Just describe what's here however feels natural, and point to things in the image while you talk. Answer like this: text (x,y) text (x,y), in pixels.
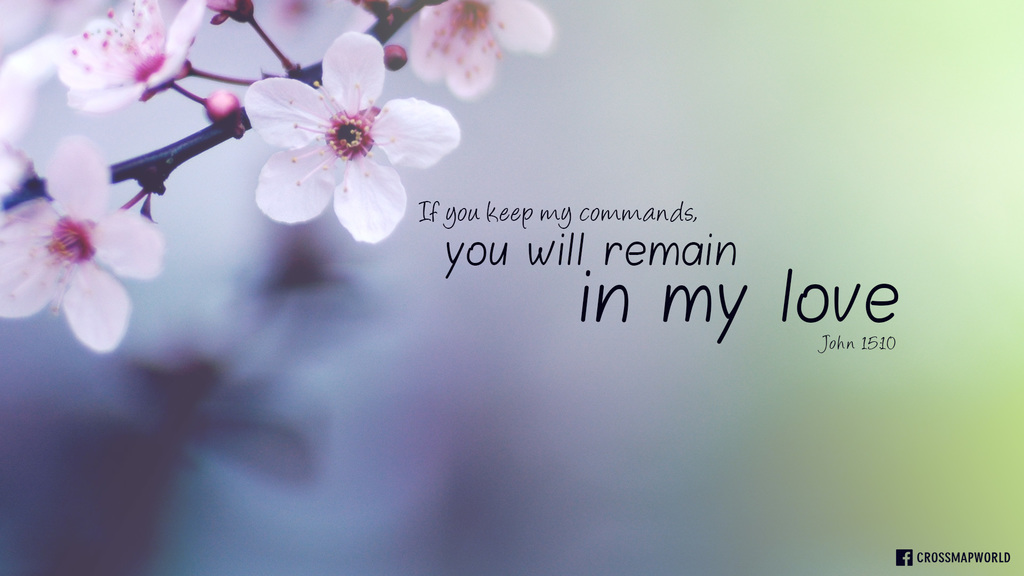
In the picture we can see a part of the stem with some flowers (393,200) to it and beside it, we can see some text (562,212) and the background (511,189) is not clear.
